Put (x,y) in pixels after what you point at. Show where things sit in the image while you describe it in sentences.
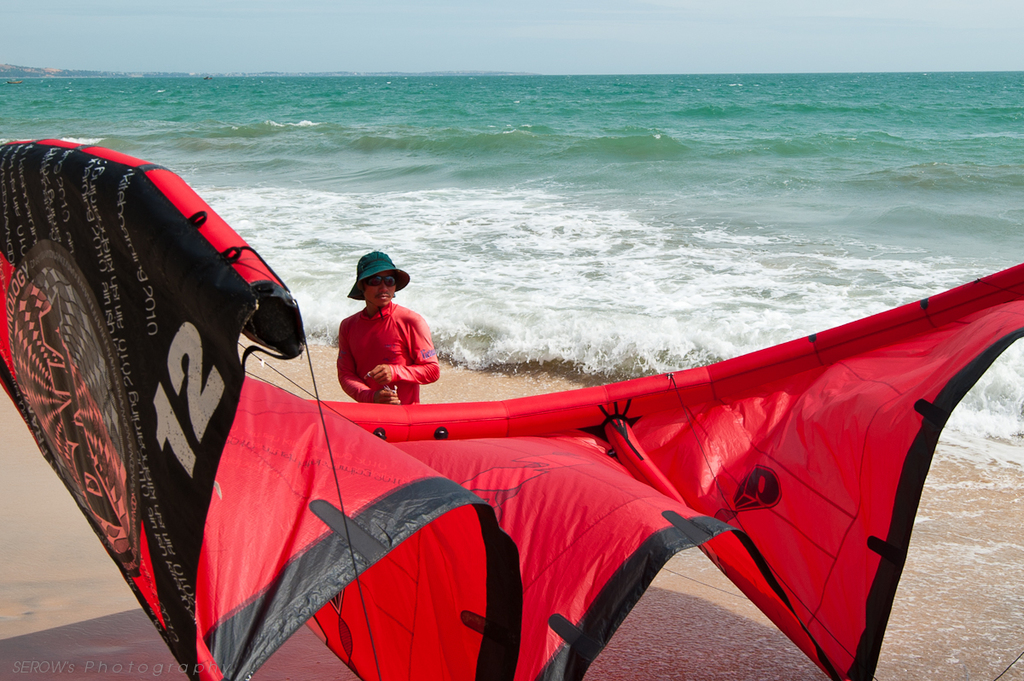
In this picture we observe a guy (364,332) holding a red parachute (424,445) in his hand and in the background (733,302) there is an ocean (500,277).
